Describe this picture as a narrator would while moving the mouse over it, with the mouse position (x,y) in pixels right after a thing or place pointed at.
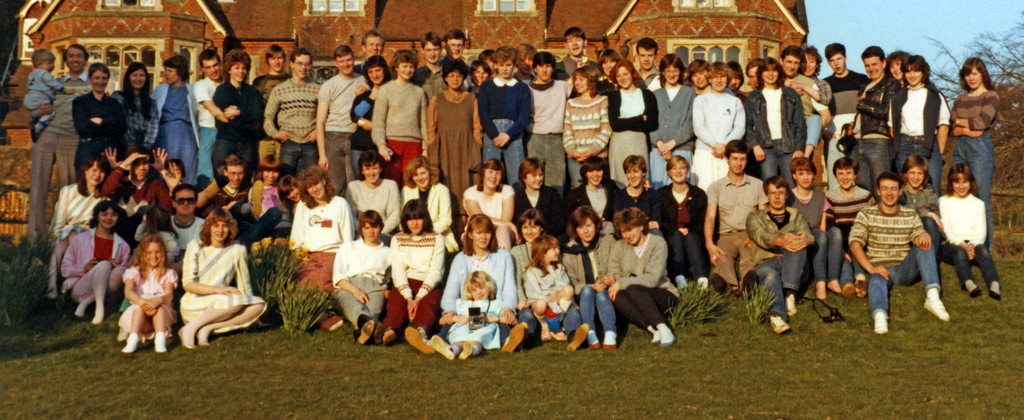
In the picture I can see a group of people (443,190), among them some are standing and some are sitting on the ground (291,376). I can also see the grass (255,362) and plants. In the background (1005,126) I can see a building (313,28), trees (1023,145) and the sky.
